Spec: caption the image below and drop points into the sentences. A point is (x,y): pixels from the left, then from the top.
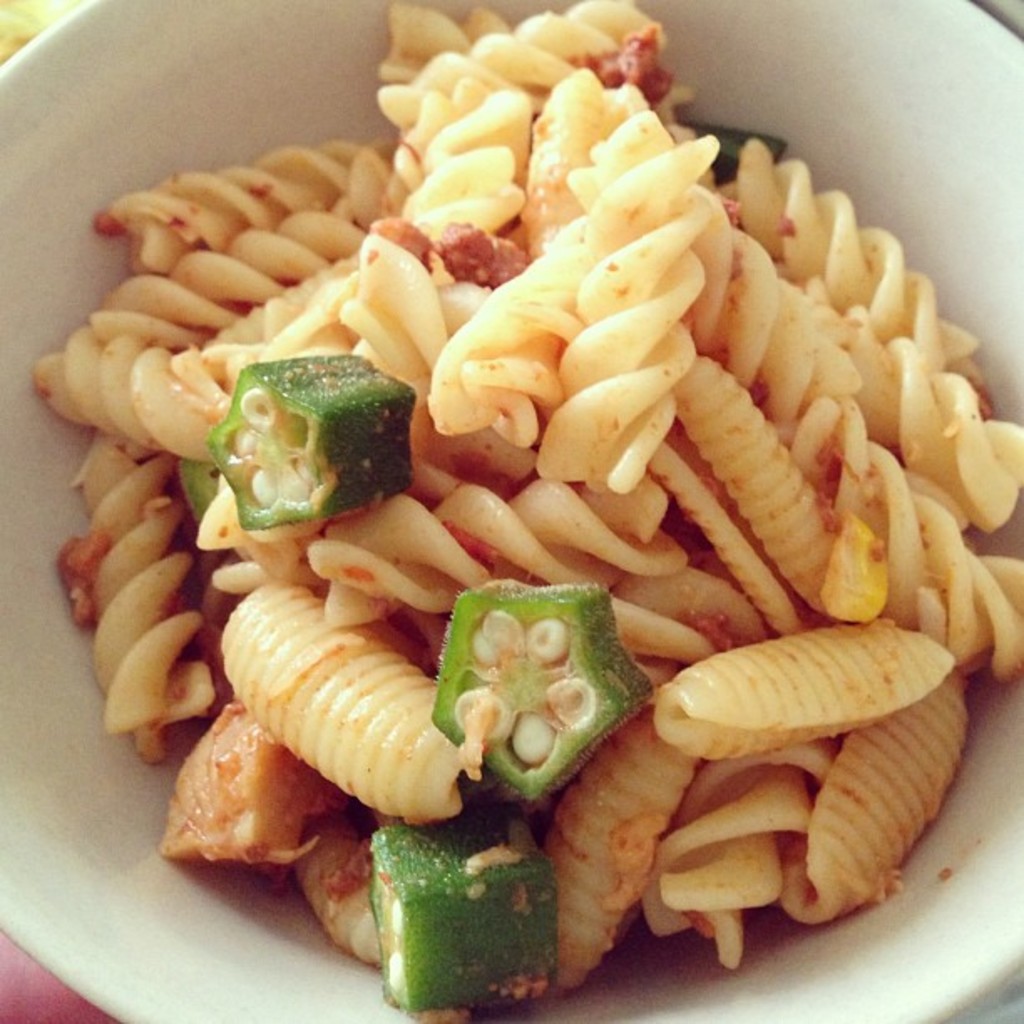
In the image there is macaroni (286,554), okra (524,659) in a bowl (88,131).
